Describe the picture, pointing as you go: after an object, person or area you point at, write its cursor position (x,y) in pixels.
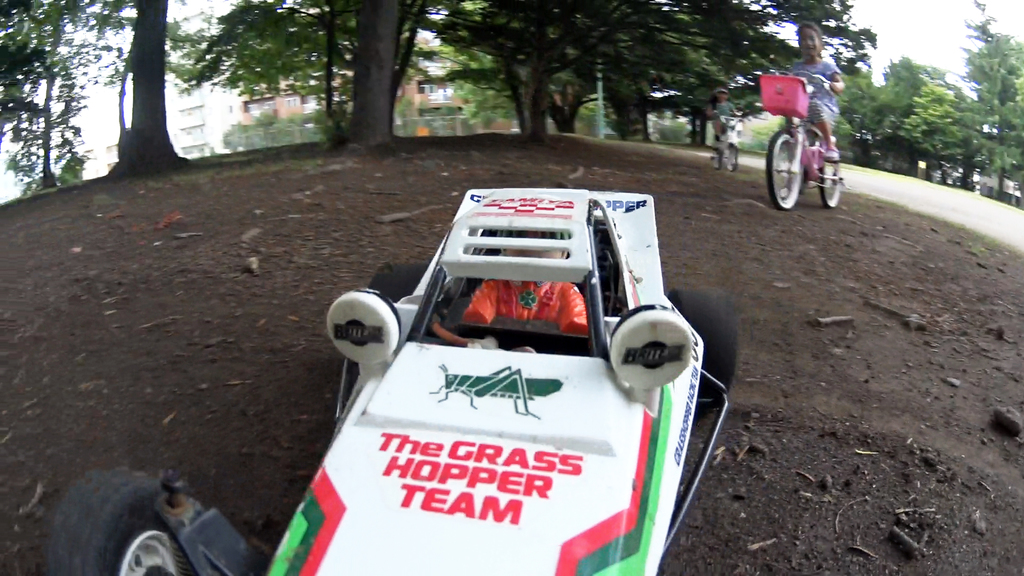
This is the picture of a car (526,336) which is on the floor (277,209) and behind there are two kids (810,110) riding the bicycles (790,82) and also we can see some trees (373,127) and plants (594,120).
